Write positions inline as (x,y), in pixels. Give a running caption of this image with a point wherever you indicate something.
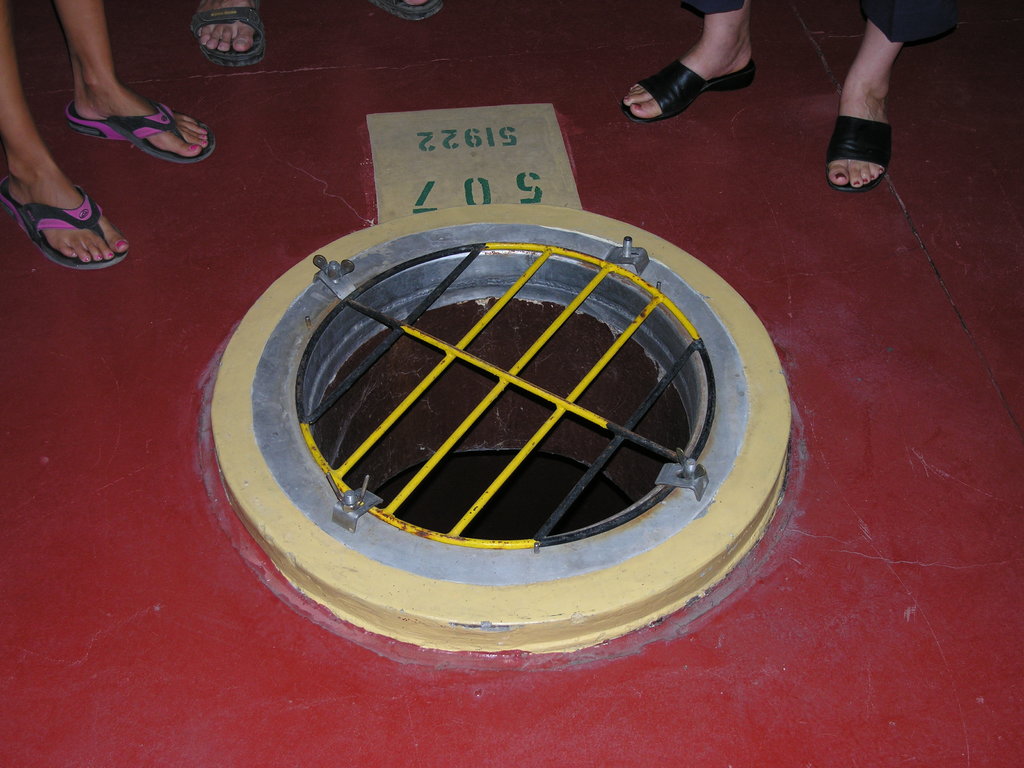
In this picture we can see a man hole (279,317) with rods (493,491), board (425,153) with numbers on it and some persons legs (69,192) on the floor (148,249).
